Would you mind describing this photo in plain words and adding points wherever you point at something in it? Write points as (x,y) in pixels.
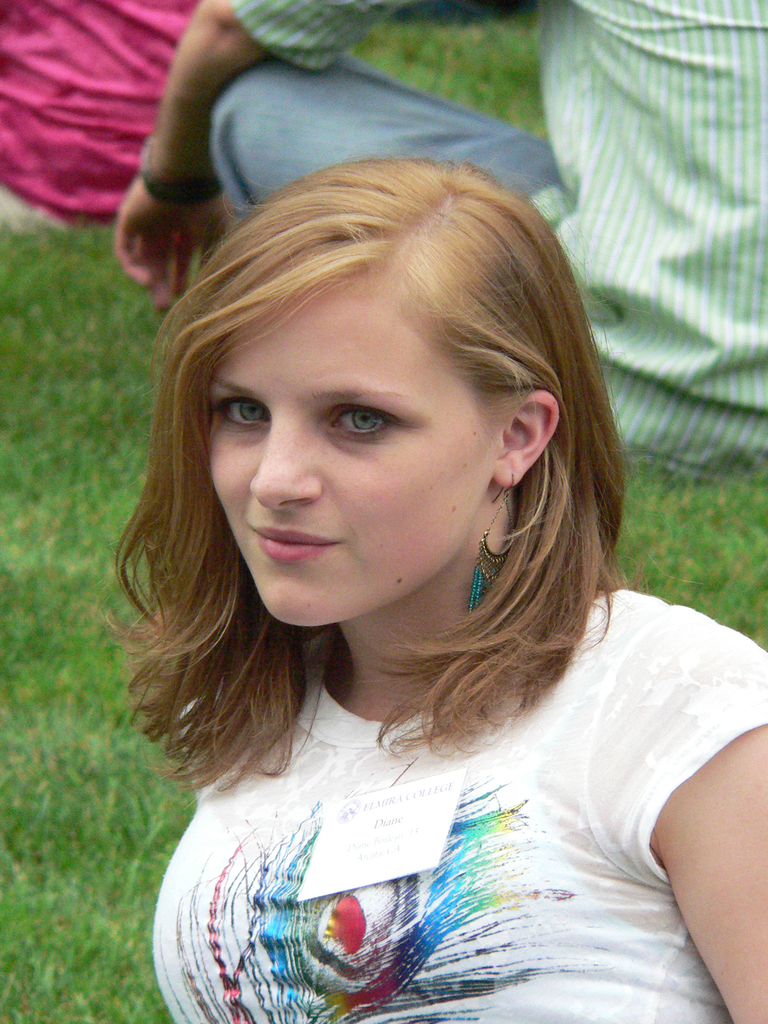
In this picture we can see a woman (560,775) in the front (180,952), at the bottom (145,884) there is grass (121,863), we can see another person (556,49) in the background (555,146).
